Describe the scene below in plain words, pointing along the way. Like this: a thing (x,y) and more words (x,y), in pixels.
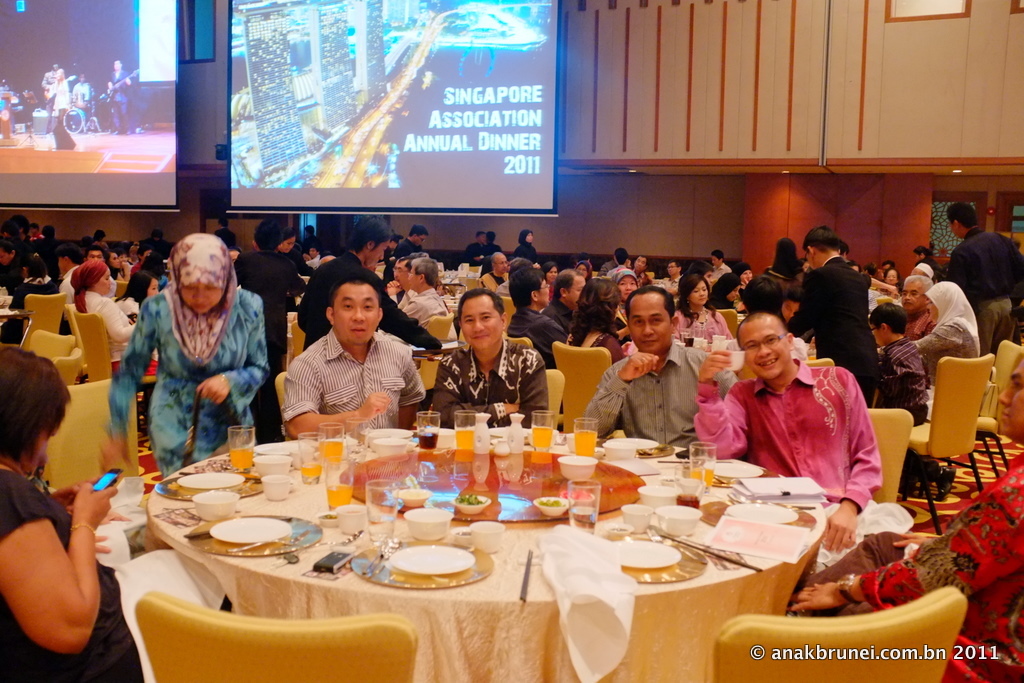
In this image i can see group of people (670,358) sitting on chairs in front of a dining table (534,607). On the dining table (515,547) i can see glasses (317,468), plates (219,524), bowls (392,442) and few clothes (585,584). In the background (653,226) i can see a wall (642,216), a projection screen (489,181).
